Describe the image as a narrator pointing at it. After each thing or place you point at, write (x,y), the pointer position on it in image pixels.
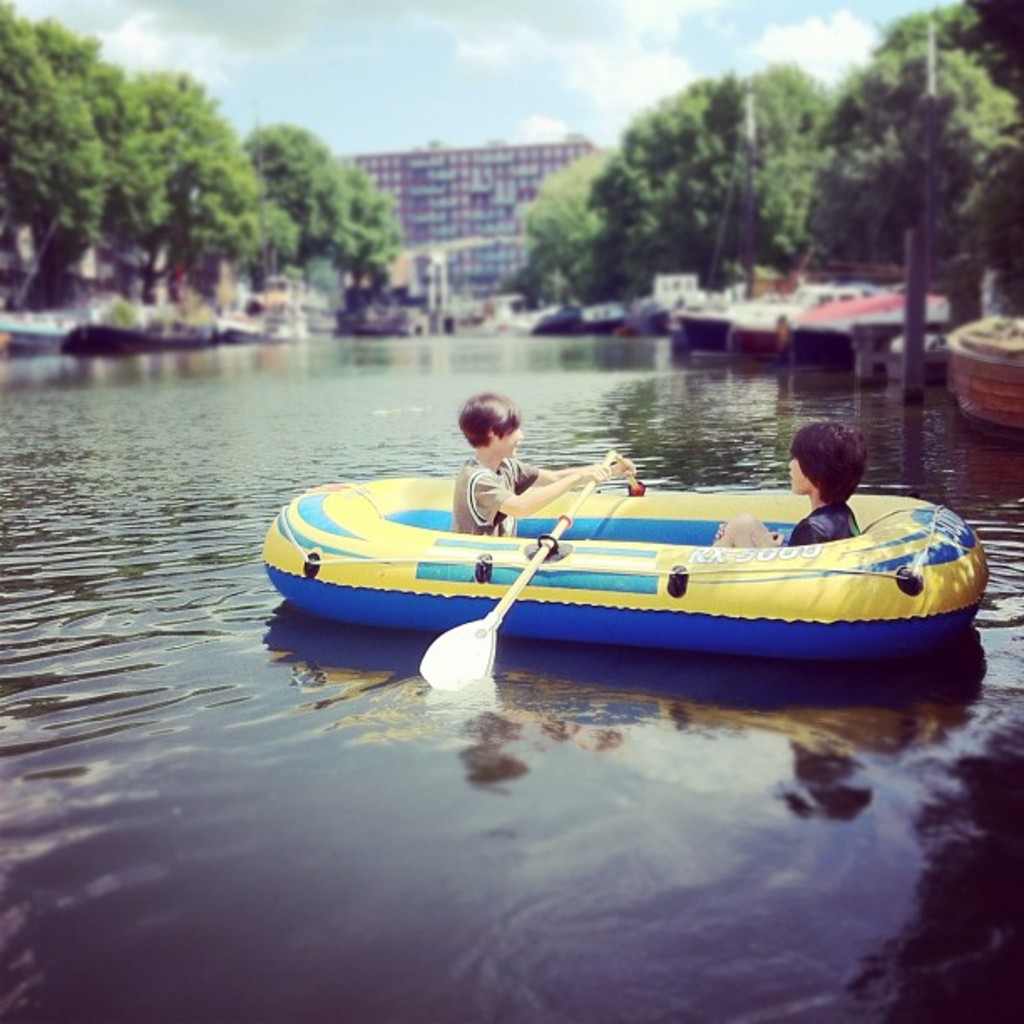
In this image there is a boat (499,600) in the water (654,698). Two people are sitting on the boat (689,553). A person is holding the paddle (572,513). He is rowing the boat (342,619). Few boats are in the water (563,454). Background (405,218) there are trees (72,257) and building (416,183). Top of the image (445,79) there is sky (488,86) with some clouds (477,63).
